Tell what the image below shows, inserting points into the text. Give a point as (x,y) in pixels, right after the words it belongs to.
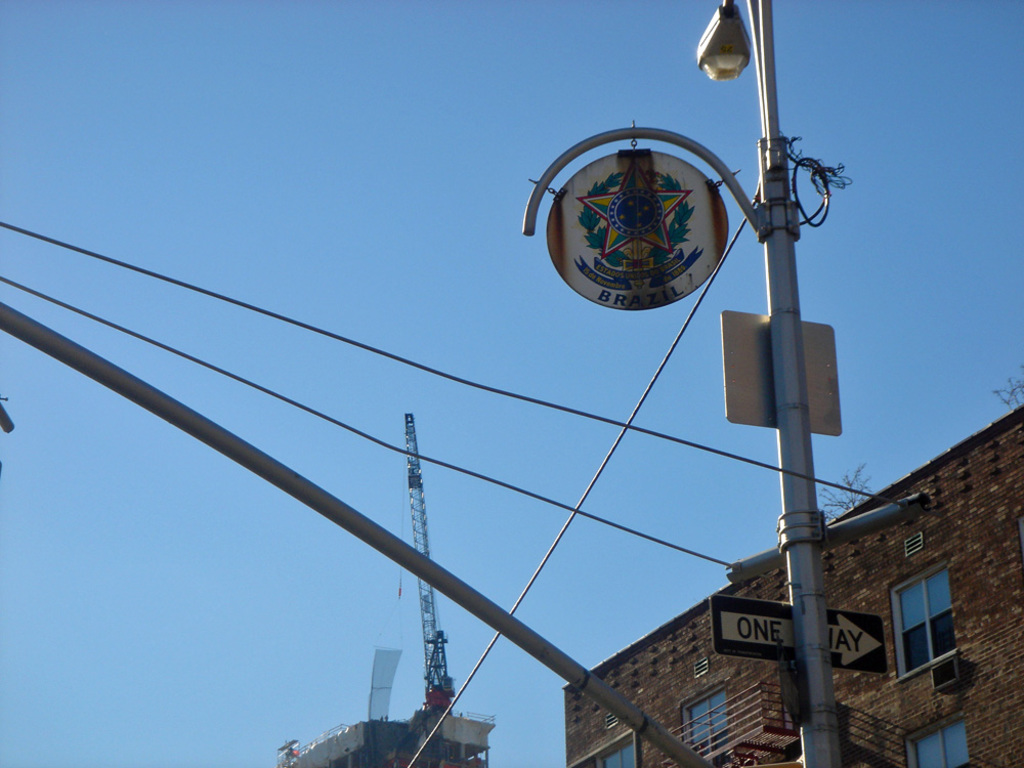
In the middle of the image (566,261) there is a pole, on the pole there is a light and sign board (608,182) and there are some wires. Behind the pole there is a buildings (295,764) and there is a crane tower (428,664). At the top of the image (97,38) there is sky (44,89).
